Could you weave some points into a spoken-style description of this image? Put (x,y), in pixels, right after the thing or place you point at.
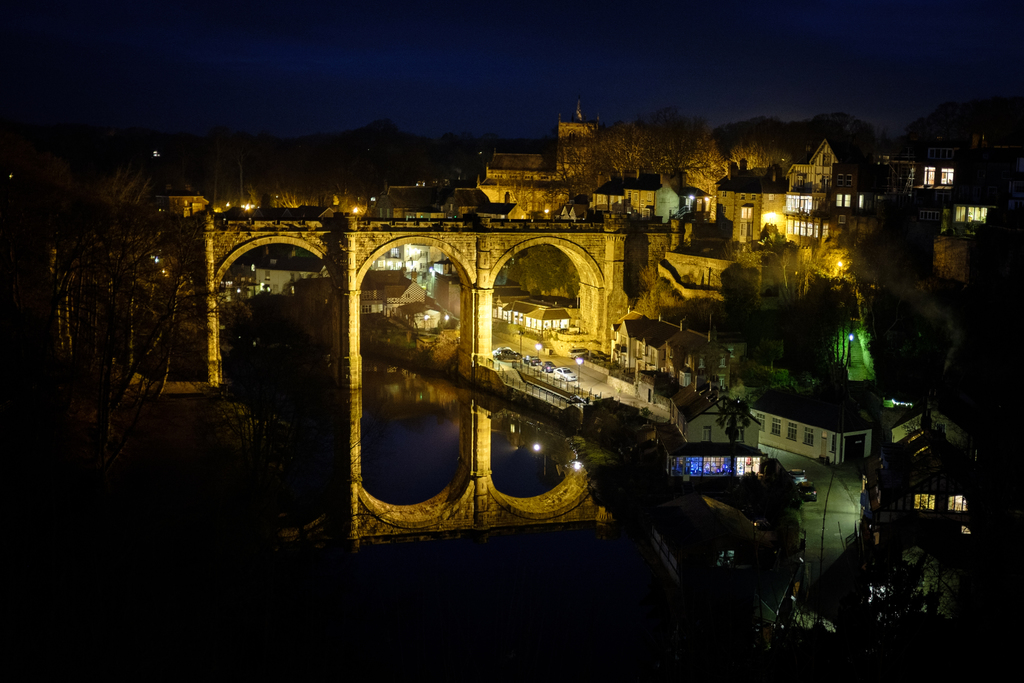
In this picture we can see a few arches (389,245). There are some vehicles (564,370) on the road (521,359). We can see water (423,452). There are few street lights (578,373) on the path (606,381). We can see some buildings (634,318) and trees (703,314) in the background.
